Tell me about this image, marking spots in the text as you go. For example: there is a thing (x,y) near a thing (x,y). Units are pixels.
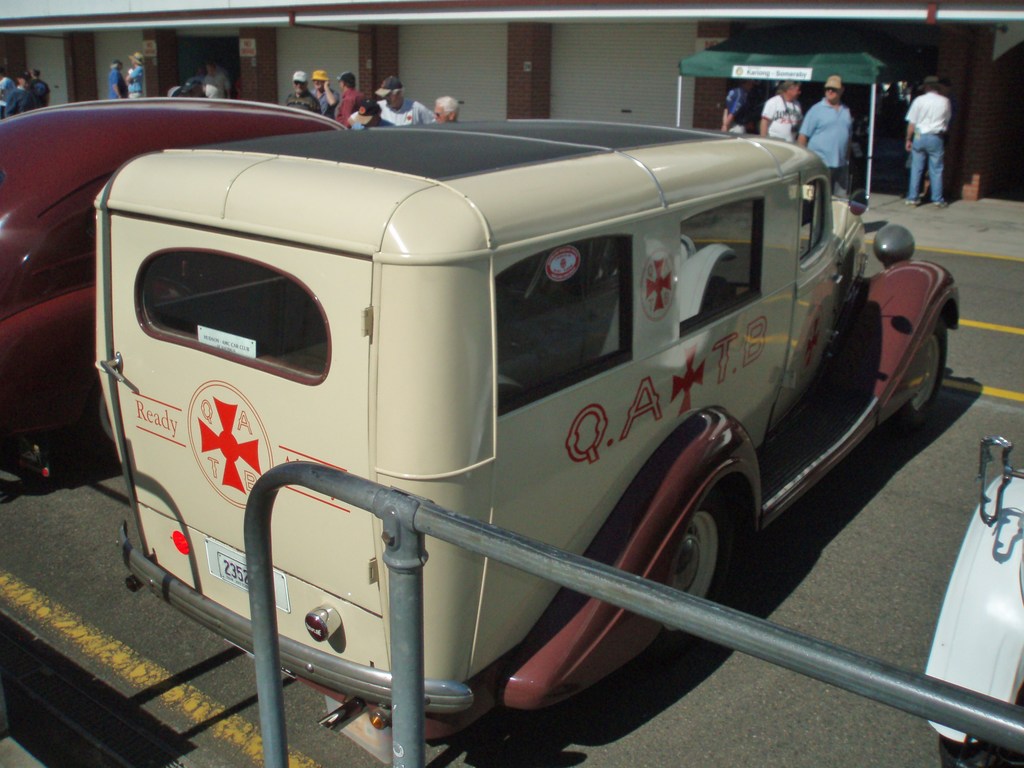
There are vehicles (232,271) present in the middle of this image (489,421). We can see people (331,101) and a wall (497,65) in the background (515,82). There is a metal object (416,503) present at the bottom of this image (697,622).
